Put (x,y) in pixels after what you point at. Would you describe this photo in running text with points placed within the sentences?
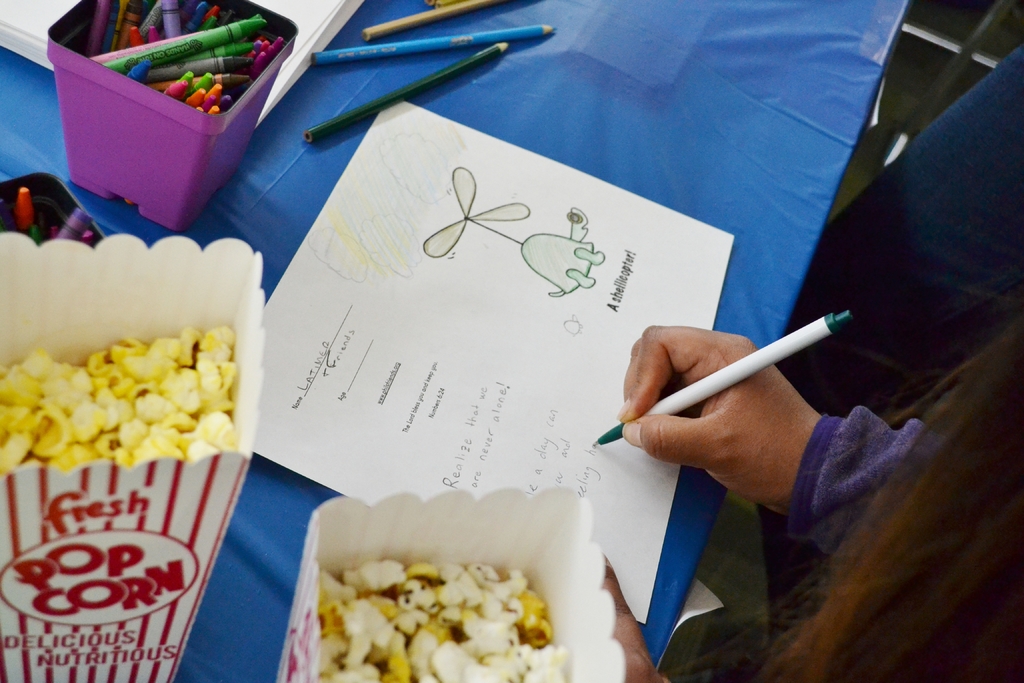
In the bottom right side of the image (823,631) a person (879,430) is standing and holding a pen (615,436). In the middle of the image (637,447) there is a table (821,34), on the table (782,299) there is a paper (595,415) and pens (160,19) and popcorn (166,371).
